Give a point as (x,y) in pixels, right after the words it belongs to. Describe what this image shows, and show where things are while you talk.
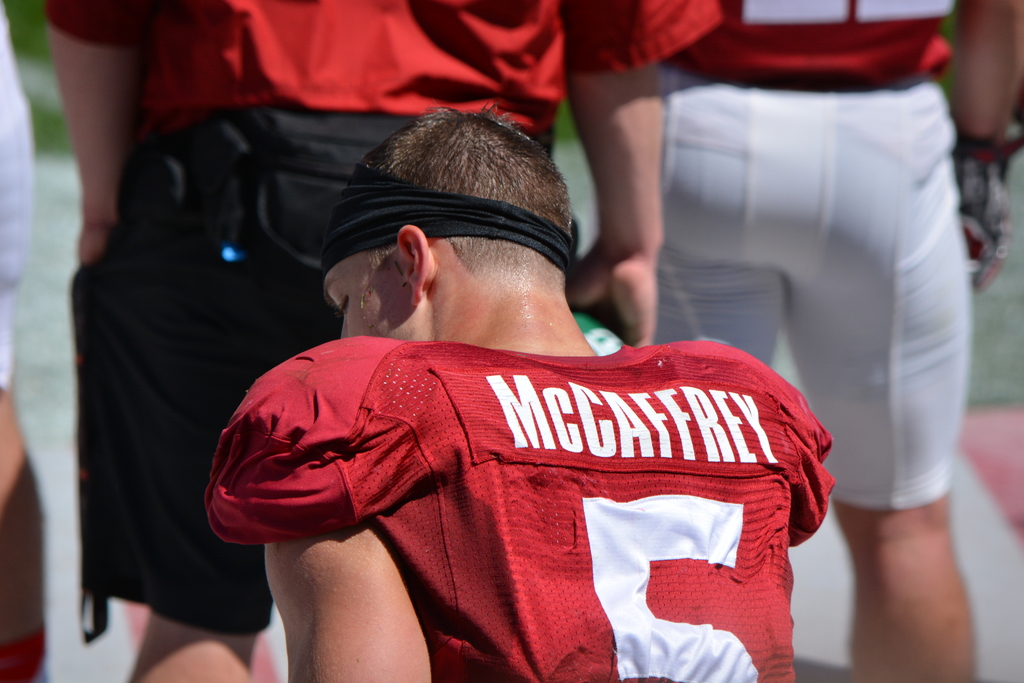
In this image I can see people (531,249). These people (530,393) are wearing red color clothes (460,399). The background of the image (774,200) is blurred.
